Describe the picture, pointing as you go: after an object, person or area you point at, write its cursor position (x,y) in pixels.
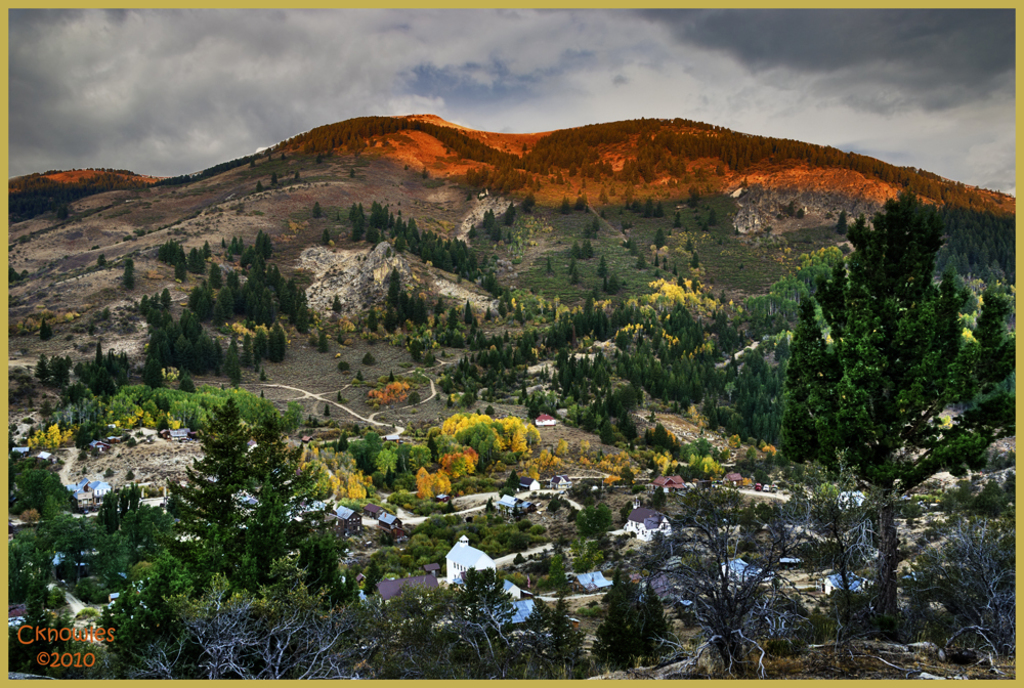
In this image we can see the mountains (718,267), some houses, at the corner of the image some text (71,641) is there, some trees (481,276), bushes (392,571), plants (384,560) and grass (548,205) on the surface (838,237). There is one orange color mountain (612,163), some yellow color trees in the middle of the houses (384,513). At the top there is the sky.
